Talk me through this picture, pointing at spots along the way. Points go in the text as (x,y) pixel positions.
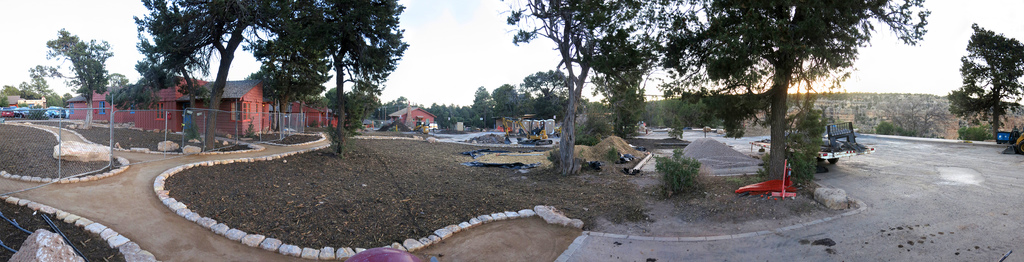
In this image we can see buildings (85,112), motor vehicles (54,107), rocks (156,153), stones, excavator (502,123), trees (735,120), heaps of sand (740,157), ground (159,215) and sky (225,42).
